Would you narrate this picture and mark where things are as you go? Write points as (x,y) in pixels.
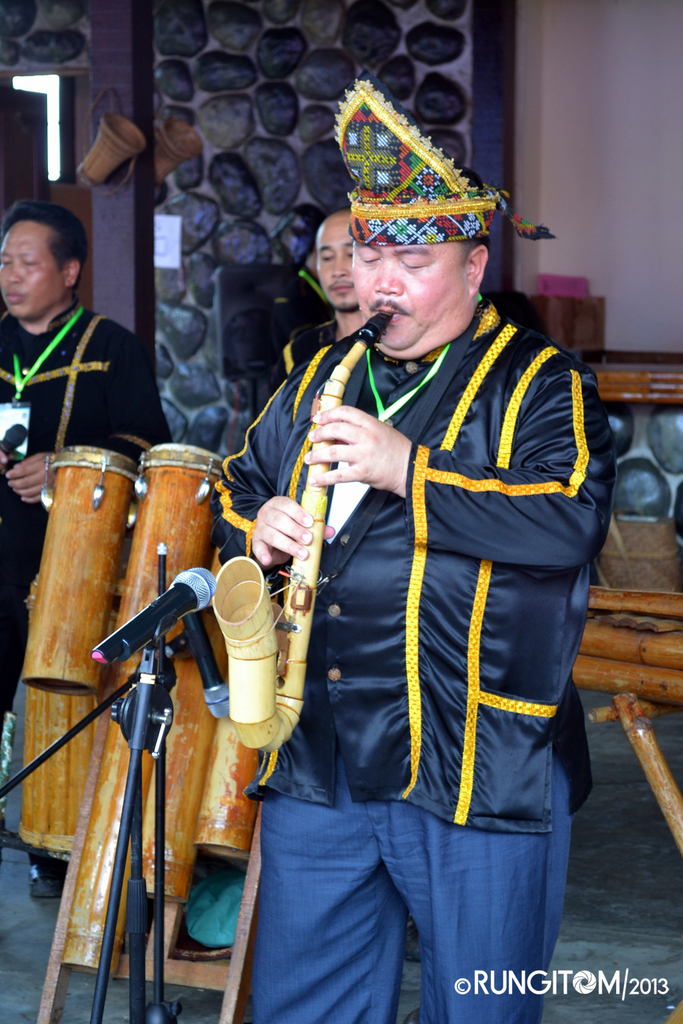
In this image i can see a person (256,476) playing a music and the musical instruments (246,652) are type of a wood (34,631) and back side of them there is a wall (291,124).
